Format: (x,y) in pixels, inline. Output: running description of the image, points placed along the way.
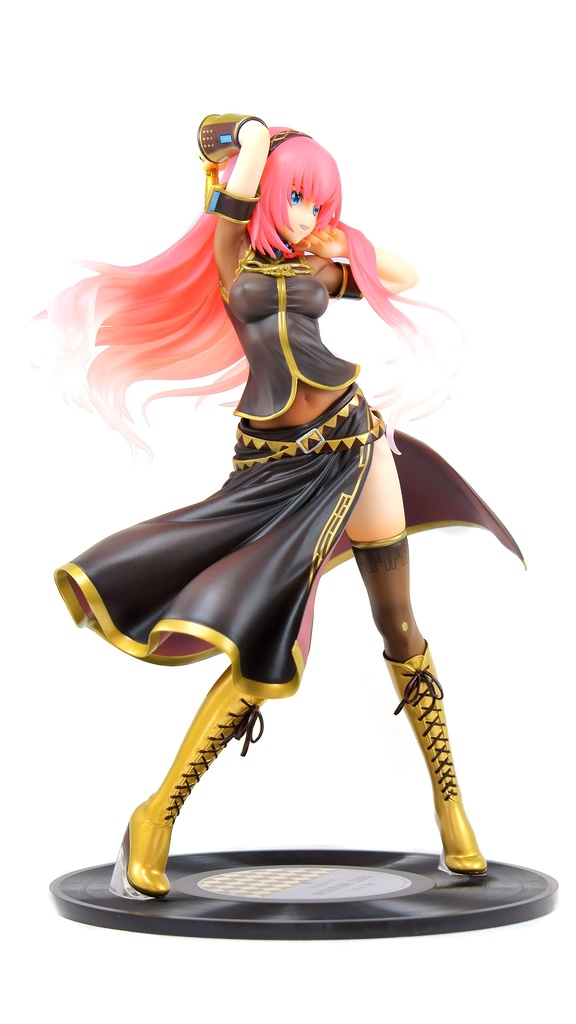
In the picture there is a doll (170,542) present.
